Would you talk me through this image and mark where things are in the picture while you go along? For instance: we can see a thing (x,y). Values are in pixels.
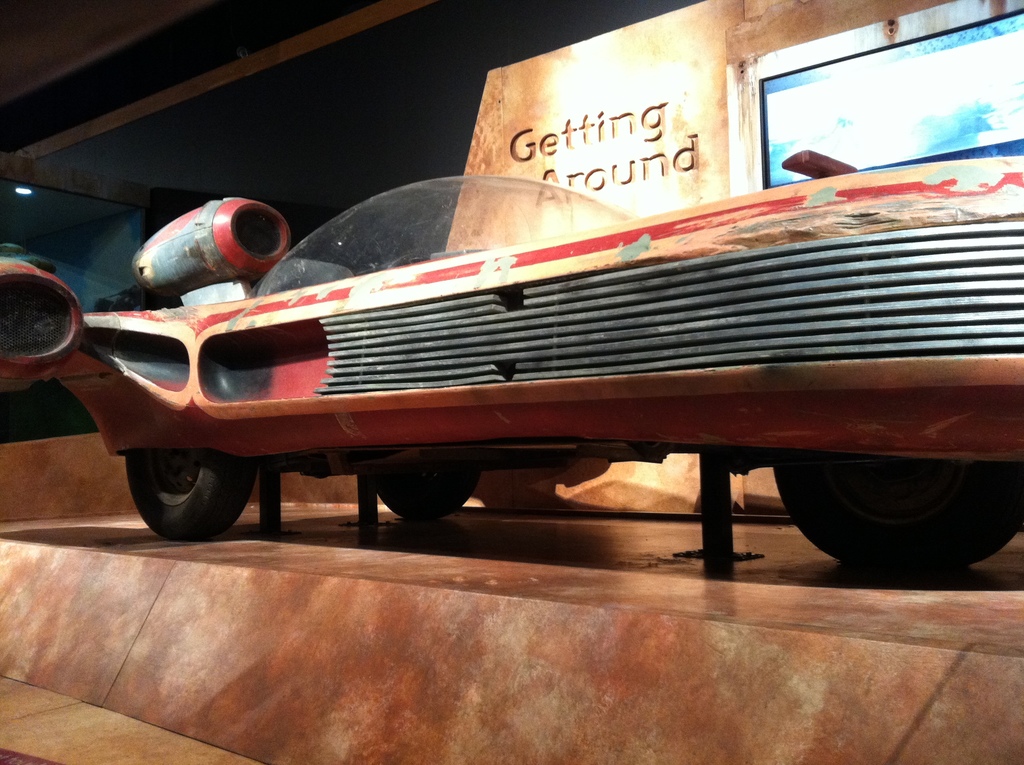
In this image we can see a vehicle (211,329) and in the background (370,145), it looks like a building (666,147), also we can see some text (655,150) on the wall (655,150) and a screen (945,73).
